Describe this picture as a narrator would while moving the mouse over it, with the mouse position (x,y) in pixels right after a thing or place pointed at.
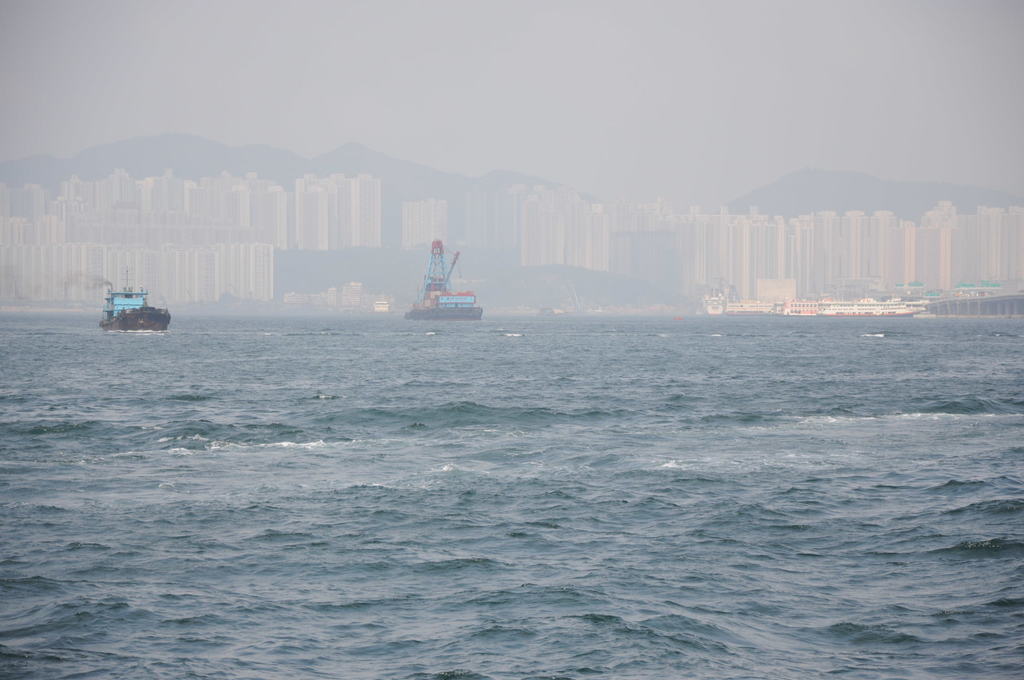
In this image I can see water (342,371) and few boats (707,308) in it. In the background (818,256) I can see number of buildings (32,207).
